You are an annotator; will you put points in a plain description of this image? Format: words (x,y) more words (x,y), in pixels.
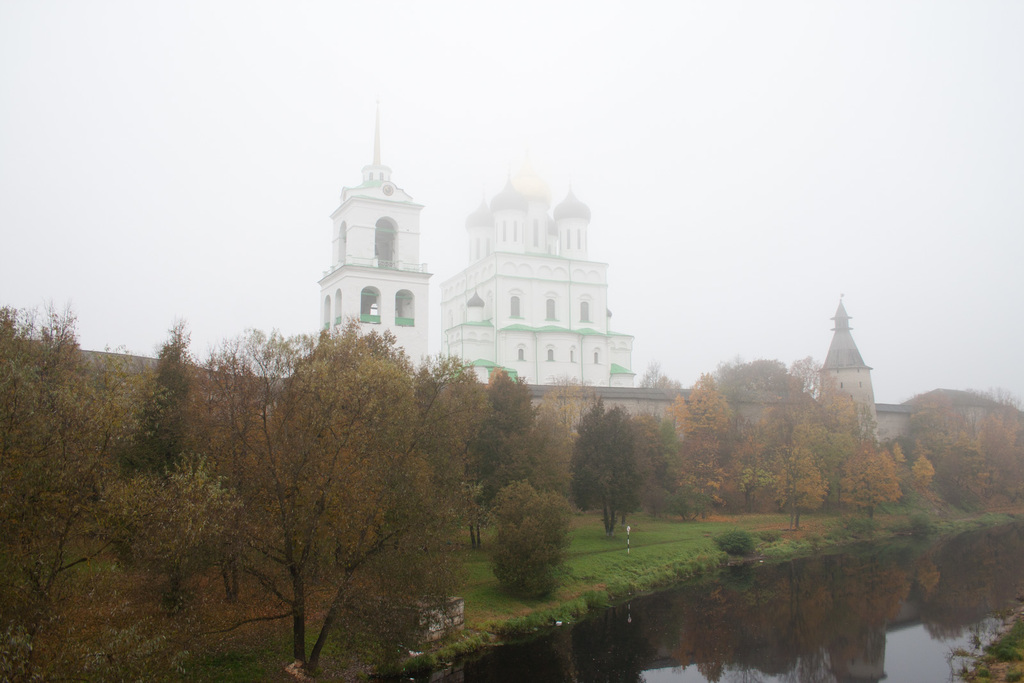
In this image there is the sky (633,288), there is a building (527,243), there are trees (593,443), there is the grass (664,566), there are trees (993,429) truncated towards the right of the image (997,441), there are trees (27,476) truncated towards the left of the image (38,488), there is a canal (869,603).
